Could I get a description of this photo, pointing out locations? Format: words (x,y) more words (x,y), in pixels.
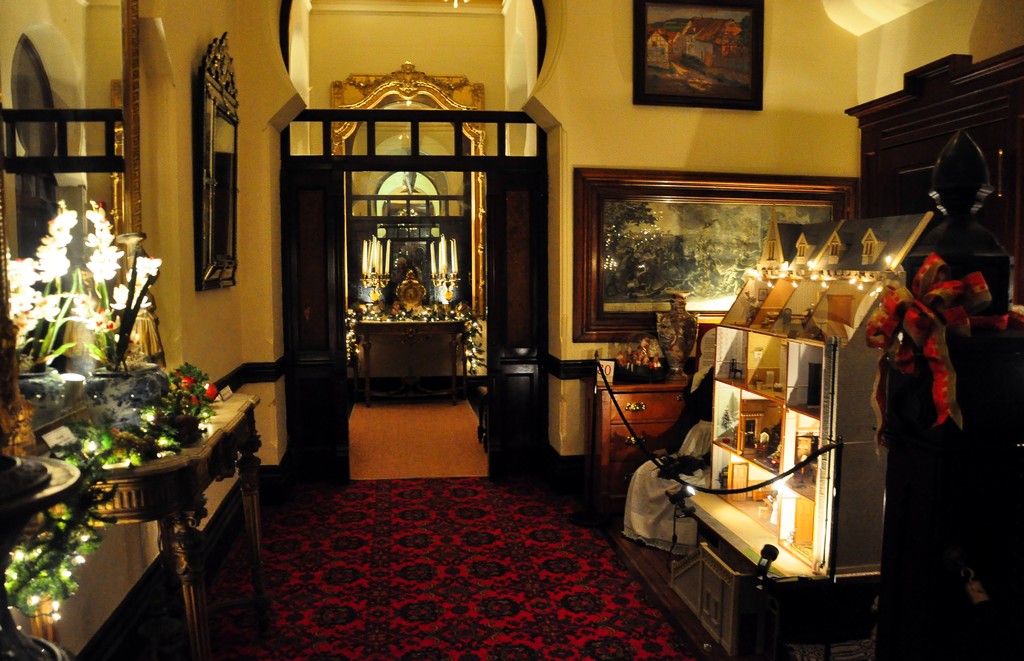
On the left side of the image (97,266) there is a table (185,457) with decorative items (96,392) and lights (124,441). And on the right side of the image (812,363) there is a dollhouse (801,362) with few items (768,451) in it and also there are lights (858,286). On the walls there are frames (626,317) and there is a table (642,386) with items (621,365). In the background (511,313) there is a door (328,216). Behind the door (521,357) there is a table (371,329) with a few items (401,314) and lights (474,358). On the floor (362,480) there is a carpet (437,540).
